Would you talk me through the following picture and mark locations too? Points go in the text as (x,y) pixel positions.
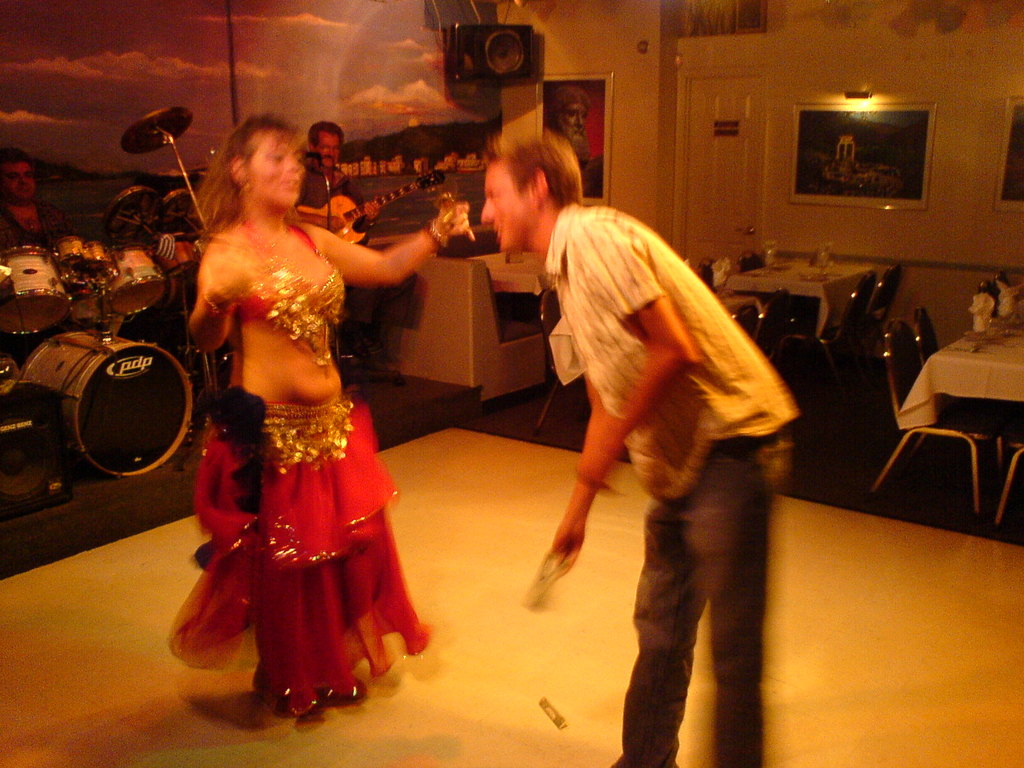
Here we can see two persons (636,760) dancing on the floor (501,660). These are the tables (967,373) and there are chairs (945,413). In the background (975,40) there is a wall (974,159) and these are the frames (879,175). This is door (745,206). Here we can see some musical instruments (94,381). And there is a sky (279,54).
